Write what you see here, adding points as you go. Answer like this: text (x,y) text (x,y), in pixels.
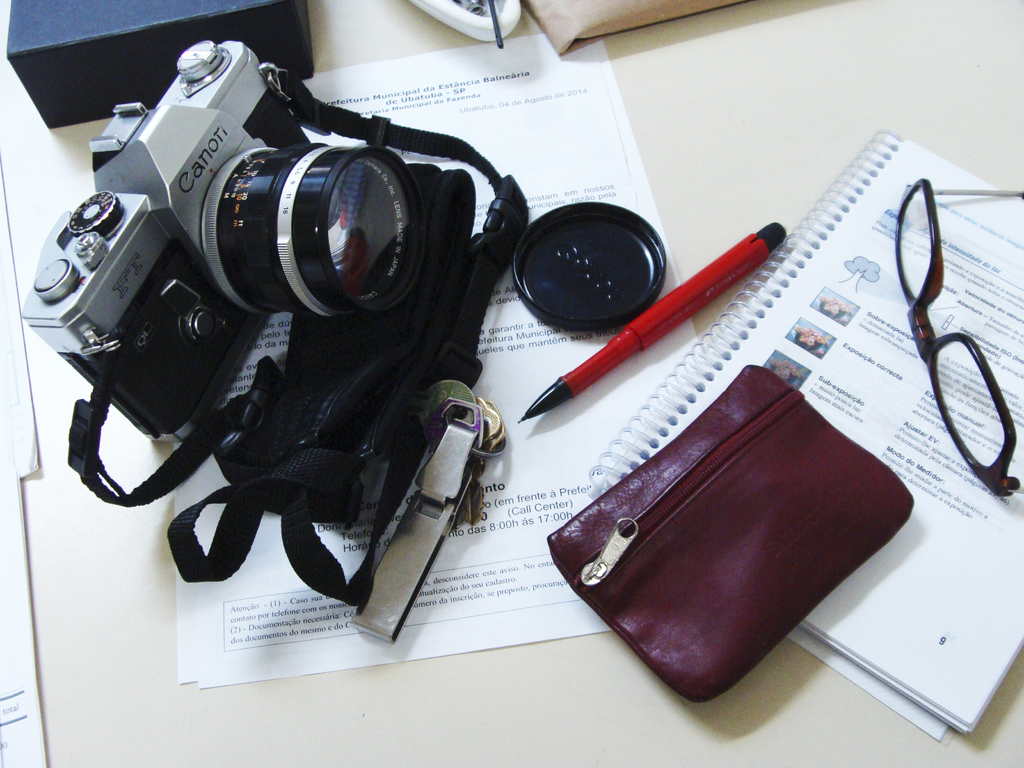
In this image we can see a camera (269,290), pen (755,235), spectacles (915,323), papers (604,124), book (900,334) and a wallet (705,561) placed on the surface (168,597).
